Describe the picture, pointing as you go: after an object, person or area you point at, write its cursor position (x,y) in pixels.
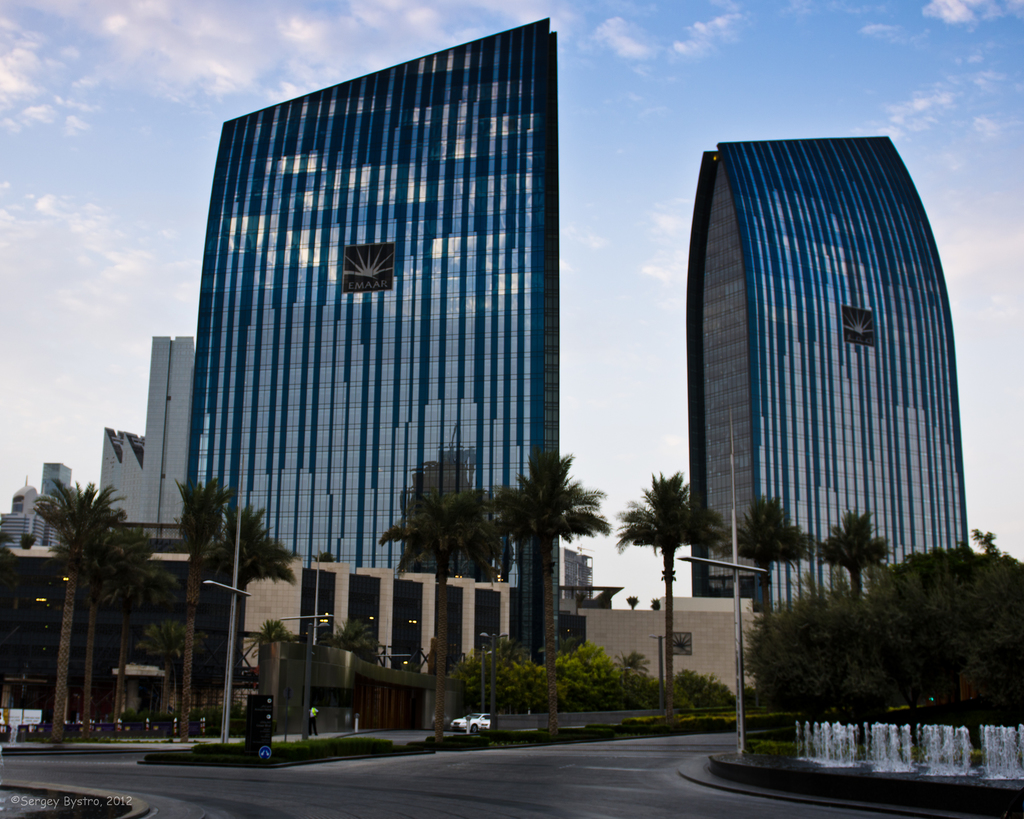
These are the buildings (322,358) with the glass doors (908,258). I can see the trees (242,527) and bushes (607,675). This looks like a water fountain (868,772). I can see the poles (306,720). Here is a person (315,722) standing. I think this is a name board (267,746). This looks like a vehicle (474,728) on the road (405,736). At the bottom left corner of the image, I can see the watermark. This is the road (175,778).
